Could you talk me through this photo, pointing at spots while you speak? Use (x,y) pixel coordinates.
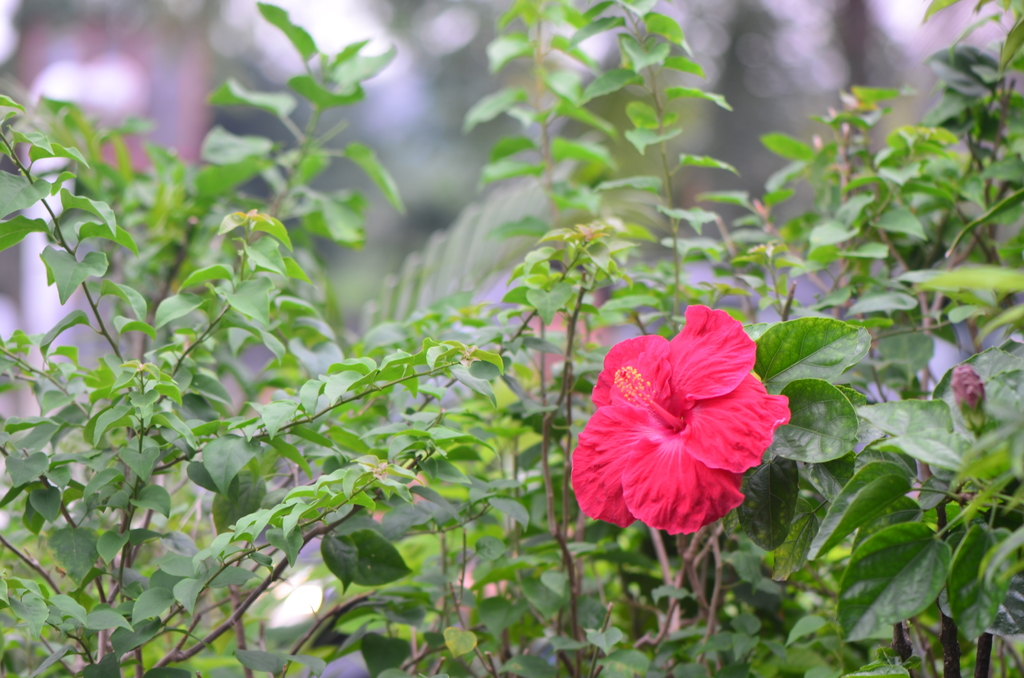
In this image I can see the pink color flower (692,466) to the plants (79,217). And there is a blurred background (750,62).
